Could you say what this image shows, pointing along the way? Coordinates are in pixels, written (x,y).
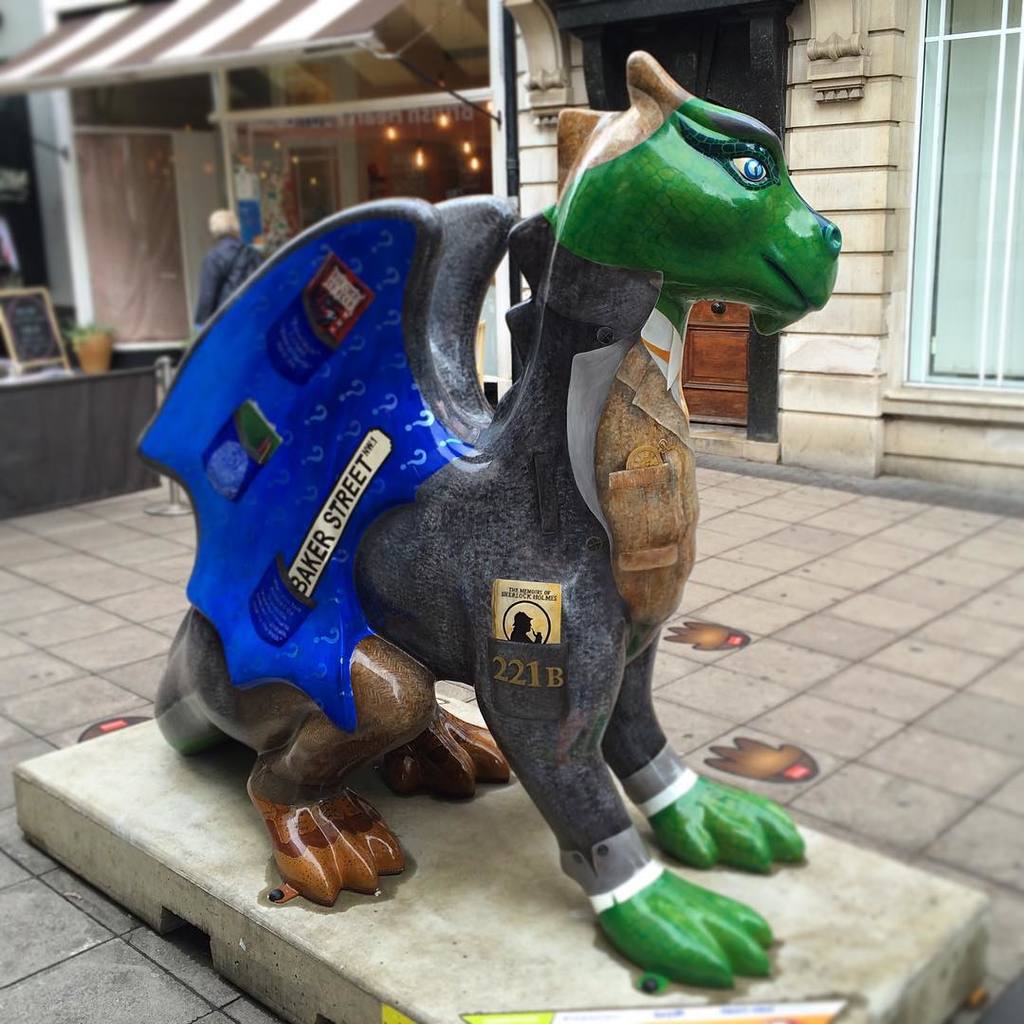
In this image I can see a statue (653,542). In the background (612,49) there are buildings (396,89), lights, there is a board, a person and there are some other objects (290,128).
